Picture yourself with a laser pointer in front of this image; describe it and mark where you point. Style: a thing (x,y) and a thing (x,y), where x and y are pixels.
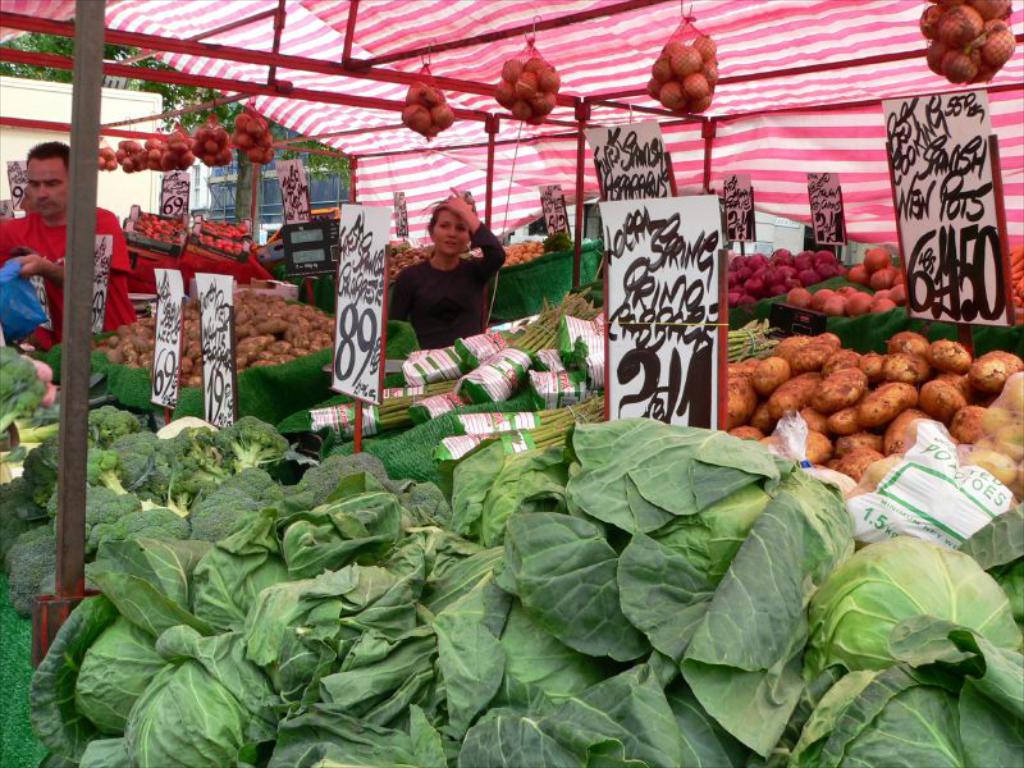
In this image there are fruits (819,287) and vegetables (498,533) on the tables (315,359). There are boards (618,286) with text (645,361) and numbers (694,382) near the tables (269,410). There are two people (61,240) standing at the tables (494,287). At the top (510,26) there is a tent (662,122). In the background (220,190) there are buildings (209,169) and trees (169,105).
